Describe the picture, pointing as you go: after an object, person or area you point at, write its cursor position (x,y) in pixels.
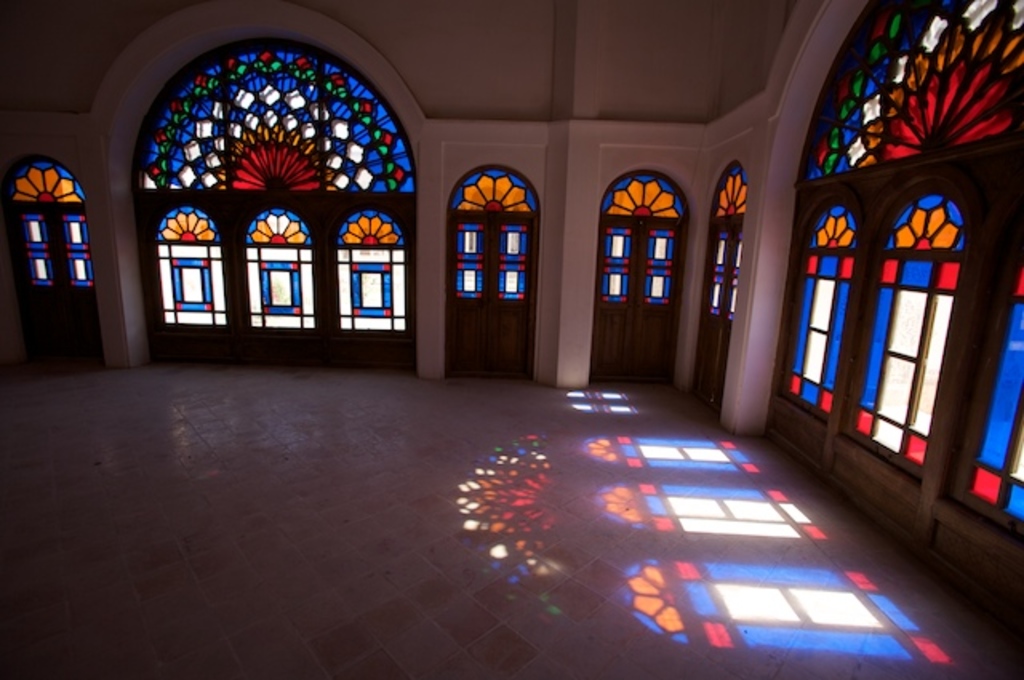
In this image we can see the inside view of the room/hall (334,418). And we can see the doors (469,306) and glass windows (658,214). And we can see the pillars (545,280) and arches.
